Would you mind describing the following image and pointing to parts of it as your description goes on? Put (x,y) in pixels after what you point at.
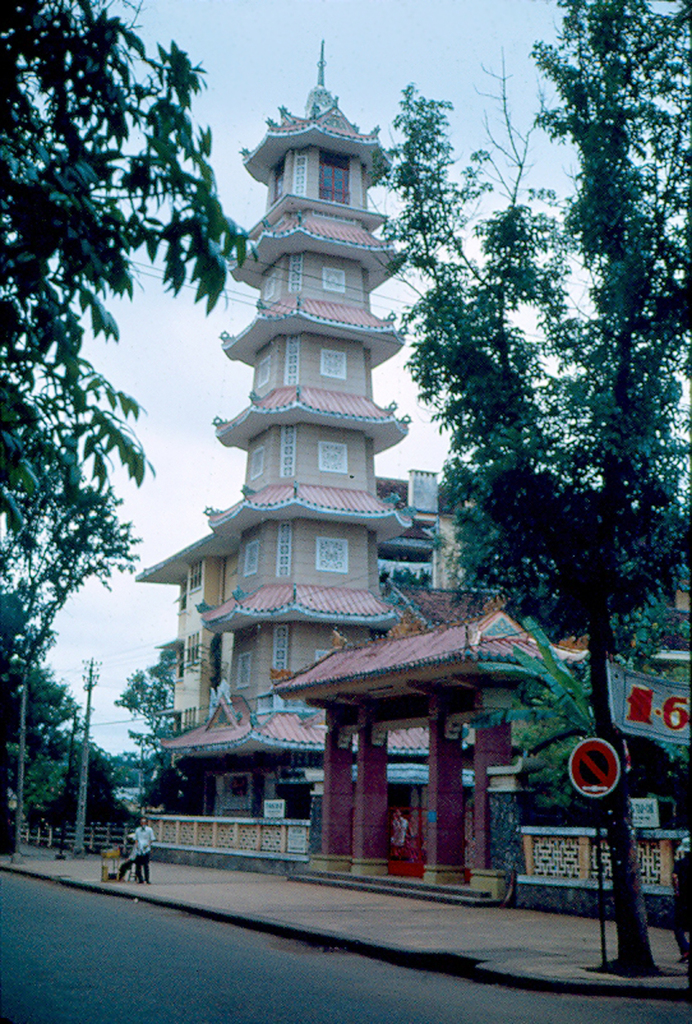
In this image, I can see buildings (304,696), trees (66,192), electric pole (84,778) and a tower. In front of the buildings (449,711), I can see a person (136,855) standing on a pathway (125,877) and there is an object (116,877). At the bottom of the image (183,964), I can see a road (66,924). In the bottom right side of the image (642,729), there is a signboard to a pole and a banner (637,709). In the background (139,424) there is the sky (363,21).
